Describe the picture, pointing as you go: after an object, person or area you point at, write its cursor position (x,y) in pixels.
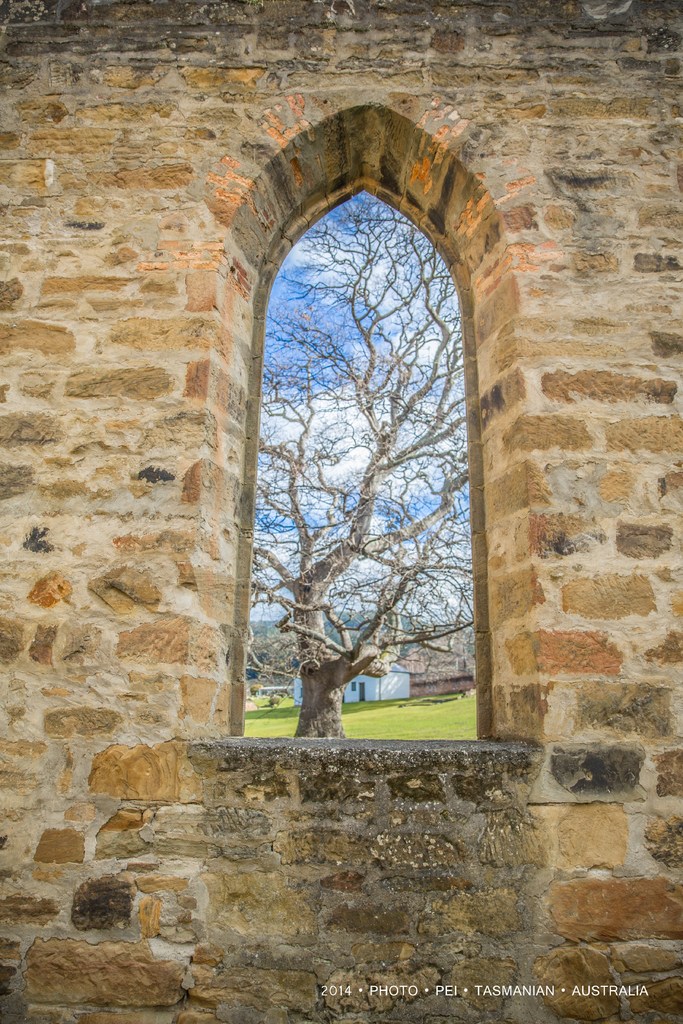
This image is taken outdoors. In this image there is a wall (490,230) with a window (416,476). In the middle of the image (393,677) there is a house (353,699) and there is a ground (408,719) with grass (368,736) and a tree (301,709) on it. There is a sky (360,475) with clouds (417,485).
